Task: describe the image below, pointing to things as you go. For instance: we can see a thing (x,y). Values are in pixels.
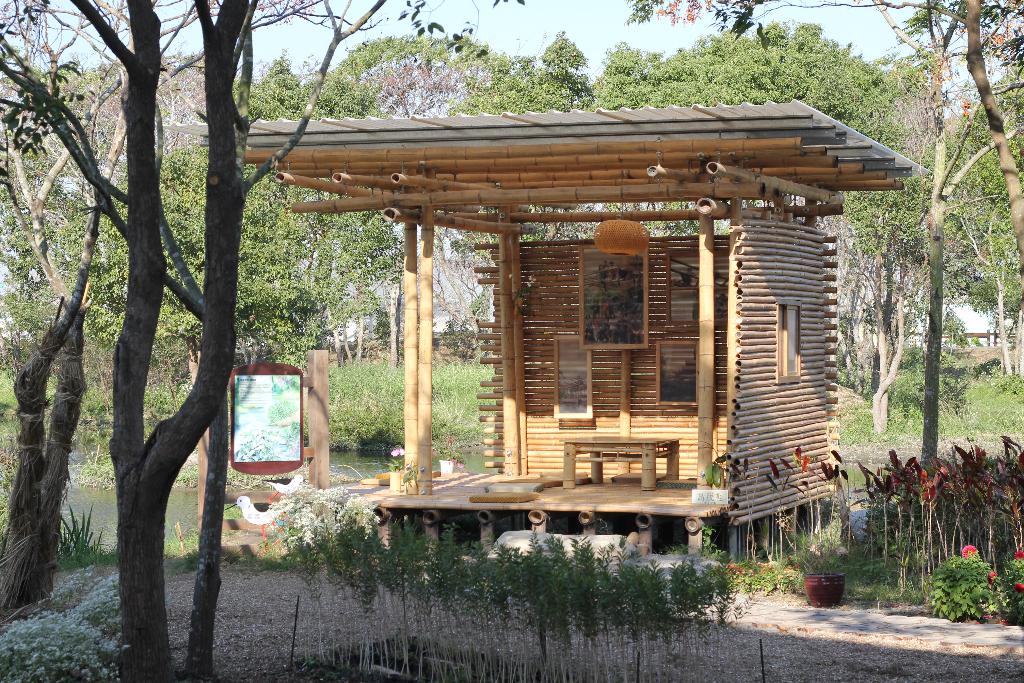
In this image we can see a wooden shed (428,459). Behind the shed (553,267) we can see a group of trees (893,201), plants (264,480) and water (352,470). In front of the shed (602,497) there are group of trees (132,556) and plants (924,562). At the top (554,31) we can see the sky (616,4).
